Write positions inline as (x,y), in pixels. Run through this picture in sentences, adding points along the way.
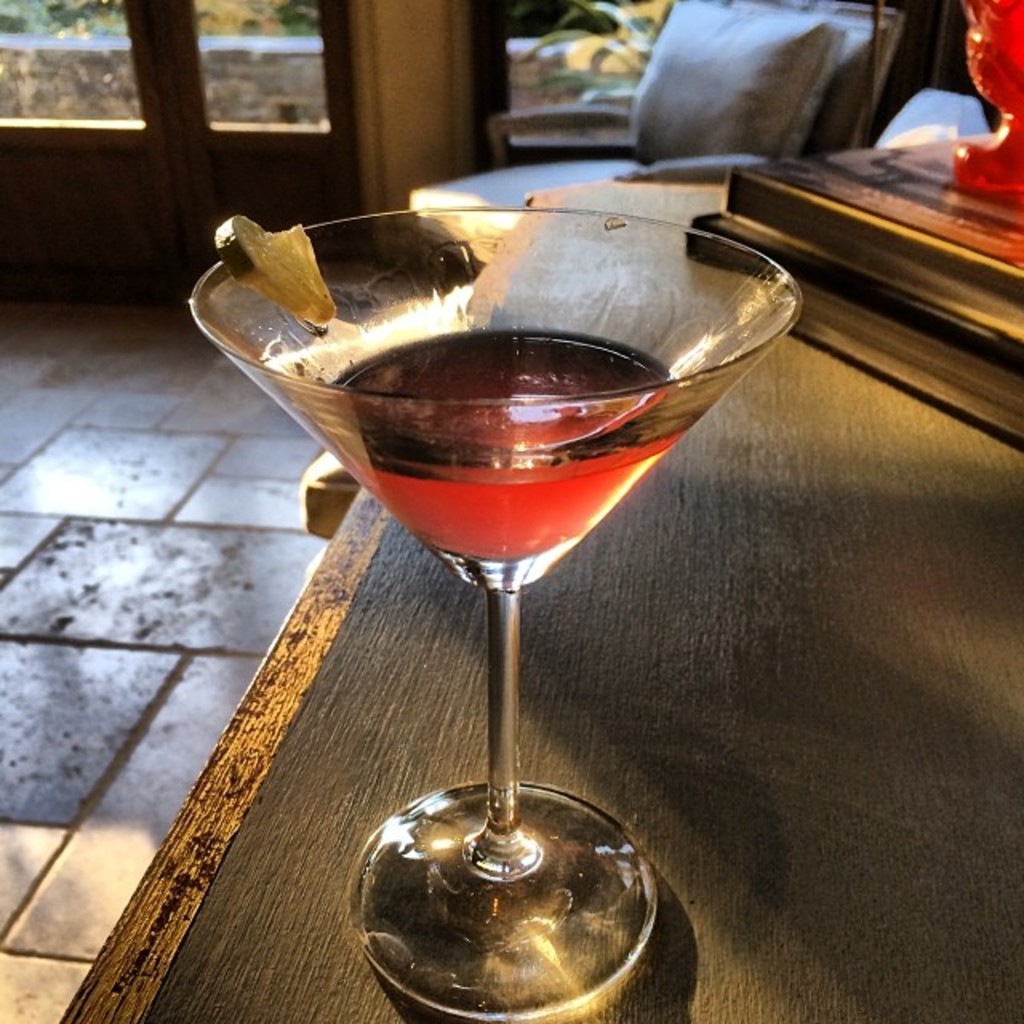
In this picture we can see a glass (558,488) of drink (558,488) in the front (368,443), on the right side (1012,251) there are two books (971,297), there is a chair (715,156) in the middle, in the background (531,51) there are glasses (511,64), from the glasses (322,51) we can see plants (270,33).
